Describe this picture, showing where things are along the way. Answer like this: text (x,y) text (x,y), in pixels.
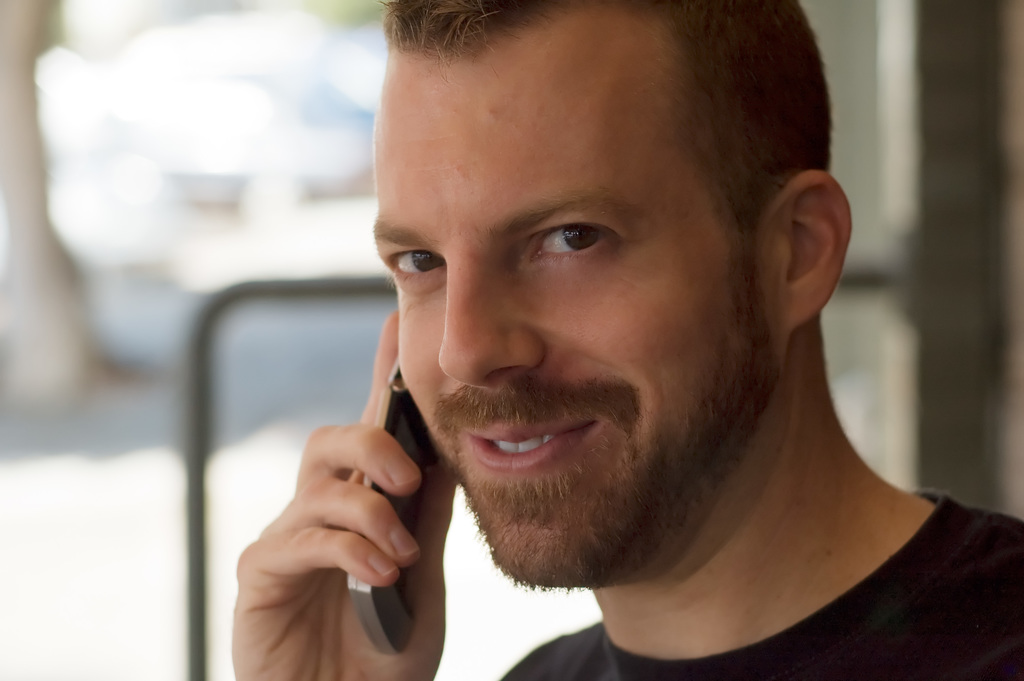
In this image in front (973,594) there is a person (539,519) holding the cell phone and the background of the image (63,113) is blur.
